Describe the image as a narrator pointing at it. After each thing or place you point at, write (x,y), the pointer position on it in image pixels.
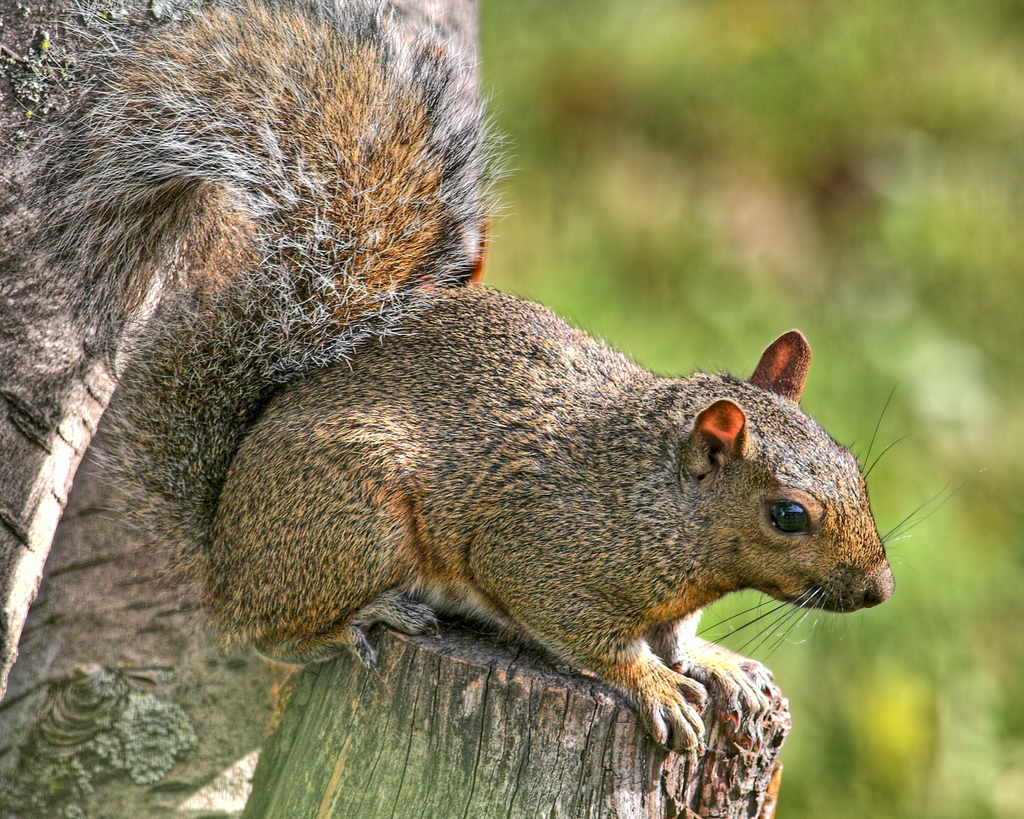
In the center of the image (423,419) we can see squirrel (532,571) on the wood (281,688).
